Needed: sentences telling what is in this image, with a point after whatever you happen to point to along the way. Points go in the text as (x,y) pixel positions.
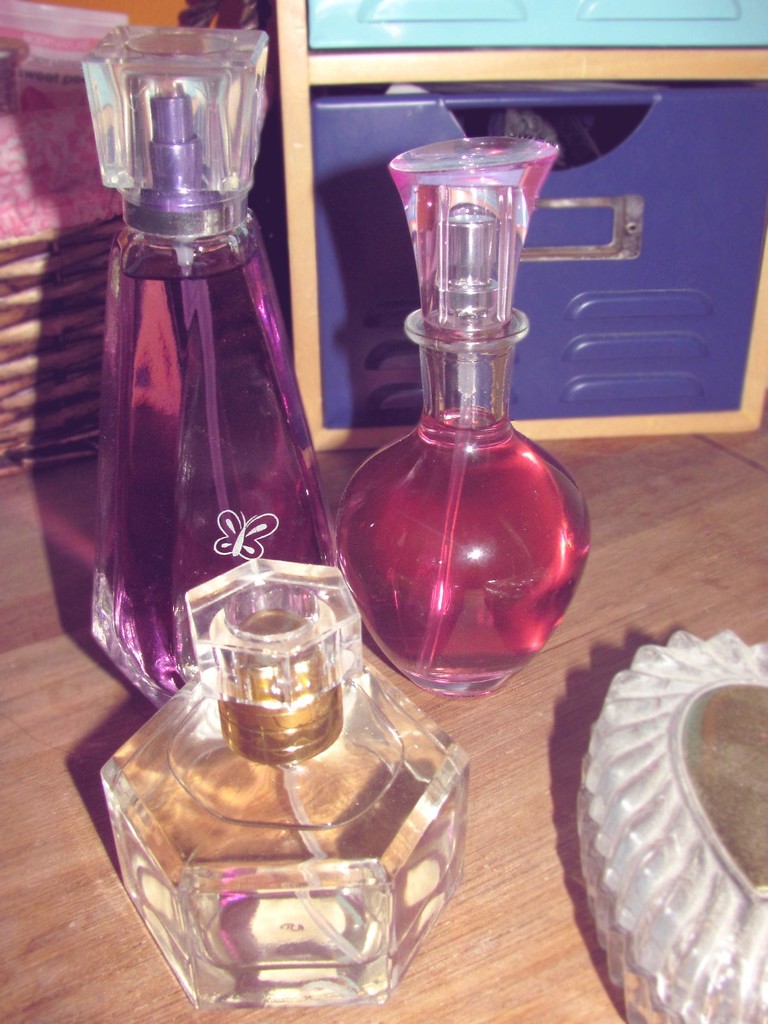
In this image I can see few perfumes (287,521) and a box (728,724).
